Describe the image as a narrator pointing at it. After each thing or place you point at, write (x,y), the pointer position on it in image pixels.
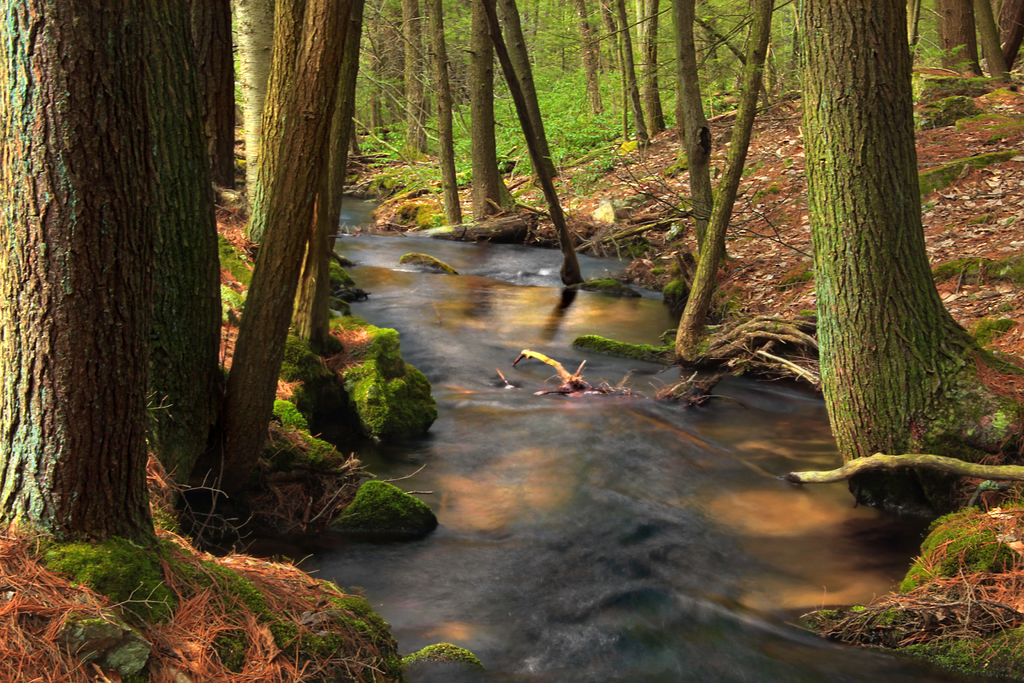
In the center of the image (528,439) water (544,468) is present. On the left (234,205) and right side of the image (722,92) we can see some trees (538,109), plants (611,97), ground (789,190) and some dry leaves (980,199) are present.
